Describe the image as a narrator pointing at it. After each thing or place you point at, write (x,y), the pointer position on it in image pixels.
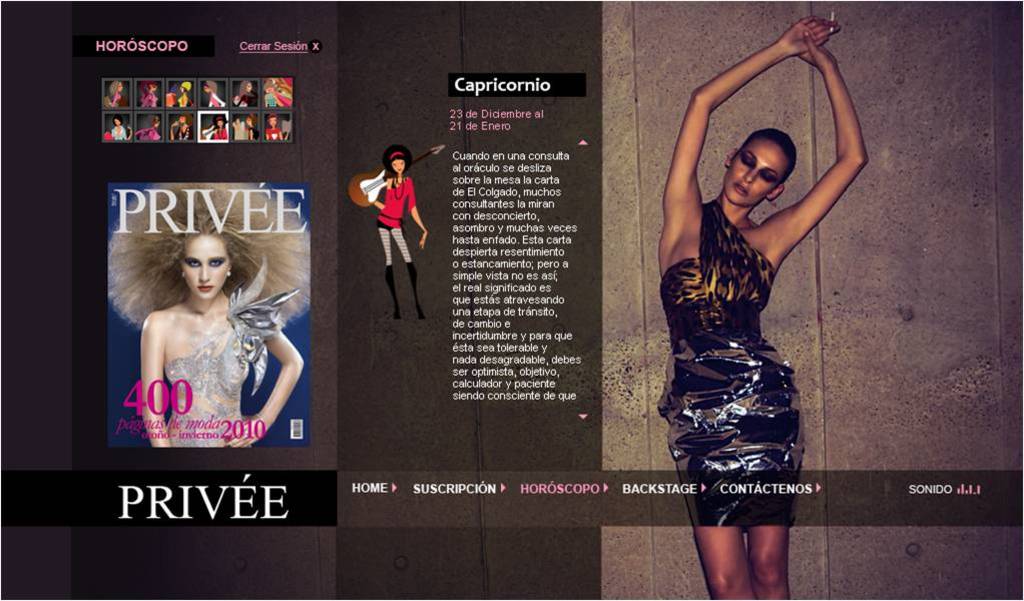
In the image I can see a poster (479,395) in which there are some pictures (664,256) of people (732,314) and something written.
